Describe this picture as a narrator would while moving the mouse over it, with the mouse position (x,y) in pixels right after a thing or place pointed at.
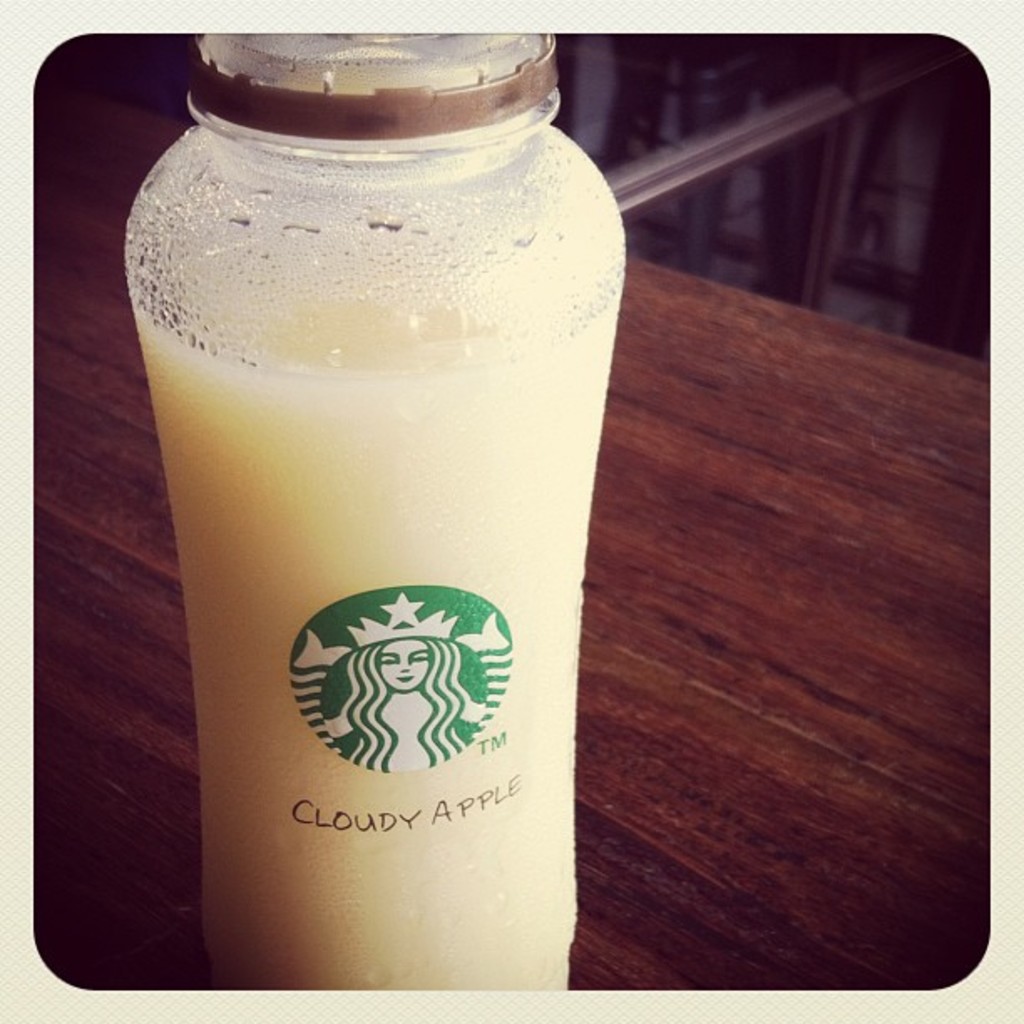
This picture is of inside. In the foreground (811,445) there is a wooden table (769,858) on the top of which there is a bottle (345,413) containing drink (527,510) and on the bottle (390,625) there is a picture (415,681) of a Woman (416,712) and some text (446,813) is written.
